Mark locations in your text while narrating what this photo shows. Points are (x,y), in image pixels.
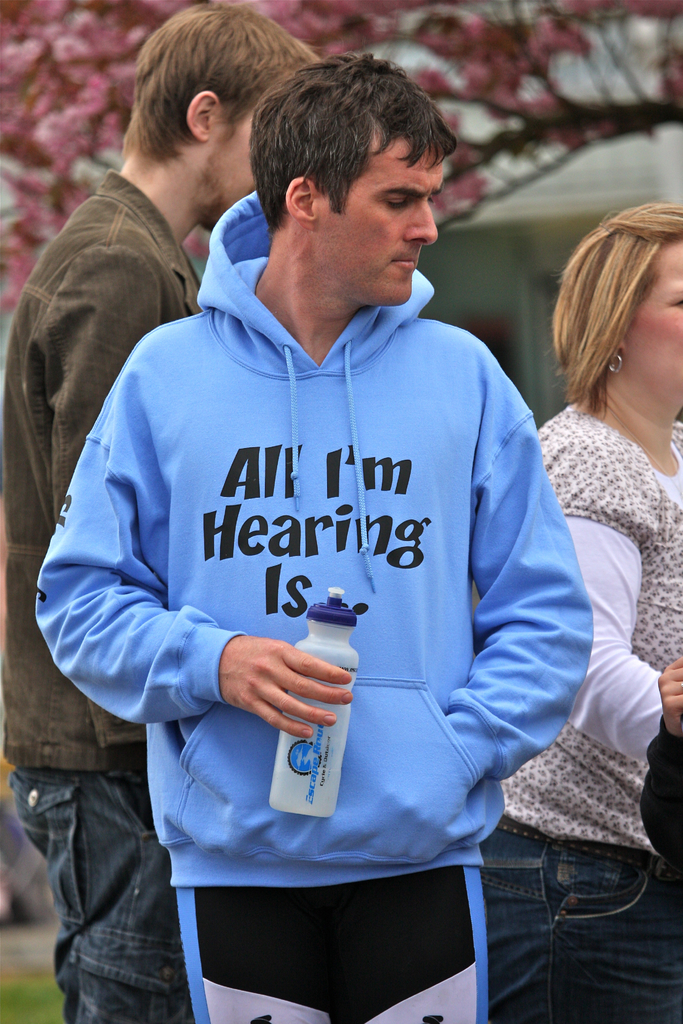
In this image there are three people (299,215), the person (208,501) with blue jacket (208,501) is holding a bottle (355,651). At the back (105,54) there is a tree (530,68).
